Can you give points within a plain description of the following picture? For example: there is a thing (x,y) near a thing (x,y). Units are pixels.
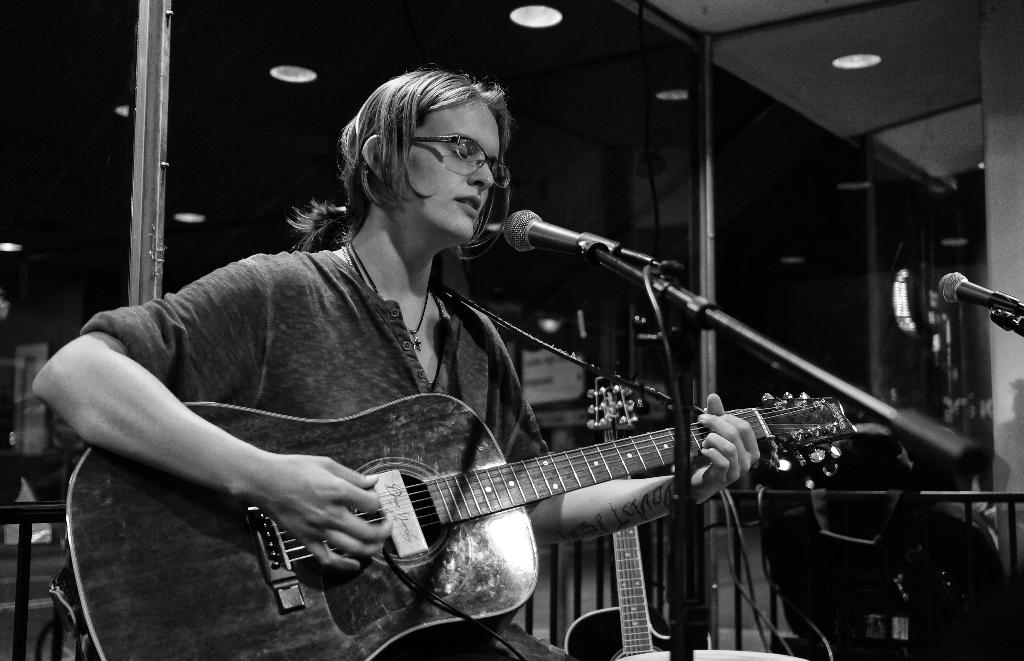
This picture shows a woman (353,217) performing and playing a guitar (103,649) with the help of a microphone (510,232).
